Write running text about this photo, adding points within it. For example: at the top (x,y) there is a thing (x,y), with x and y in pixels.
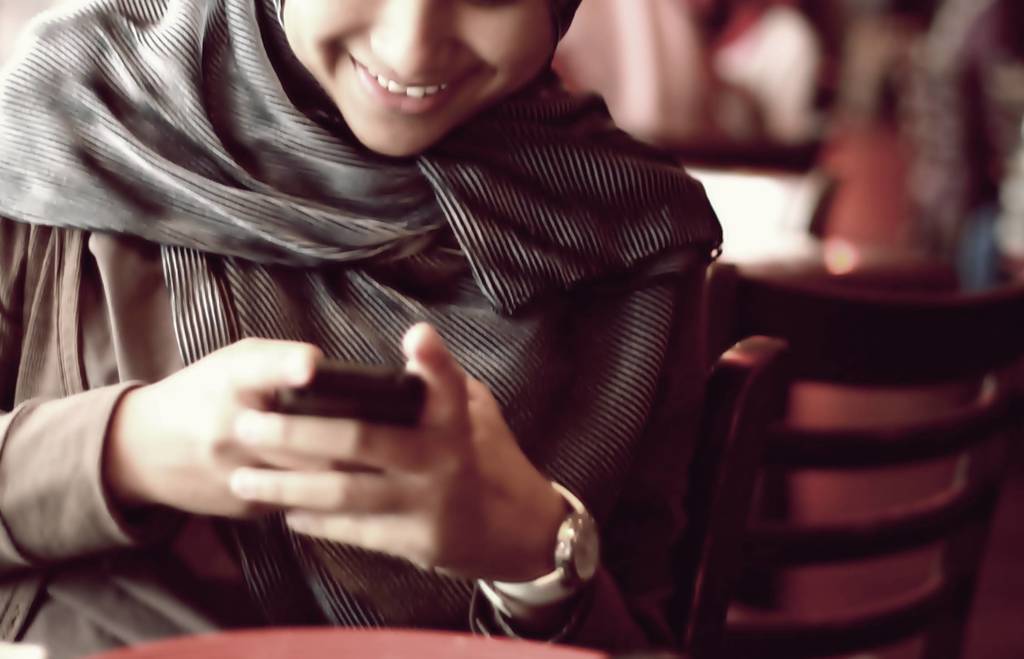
In this image, we can see a person (443,254) wearing clothes (271,240) and holding a phone (327,376) with her hands (384,428). In the background (892,428) image, is blurred.
